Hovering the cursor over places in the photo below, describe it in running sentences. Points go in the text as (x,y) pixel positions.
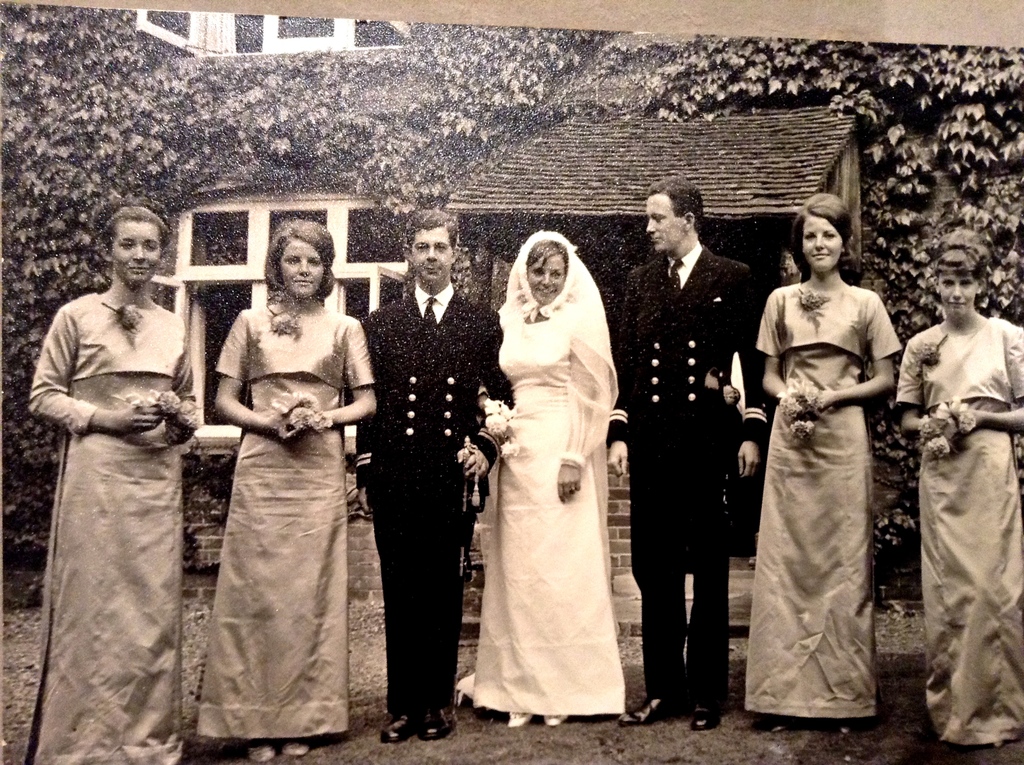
This is a black and white image, in this image there are people (716,404) standing, in the background (594,136) there is a house (628,167) and trees (628,64).
